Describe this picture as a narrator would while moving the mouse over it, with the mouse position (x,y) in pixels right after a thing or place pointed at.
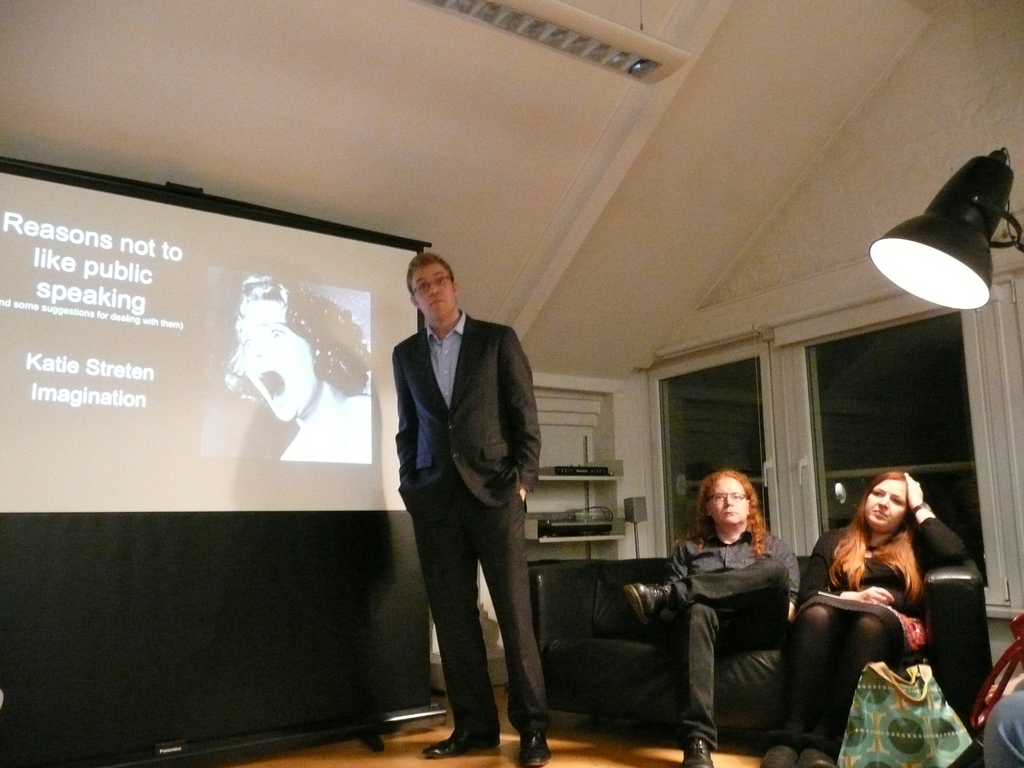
In this image I can see three people (452,511) with different color dresses (749,616). I can see two people (699,642) sitting on the couch (636,619) and one person (464,506) standing to the side of the screen (130,438). To the right (927,723) I can see some bags (935,718). In the background (796,511) I can see some electronic gadgets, glass doors (805,555) and the light (928,282).
